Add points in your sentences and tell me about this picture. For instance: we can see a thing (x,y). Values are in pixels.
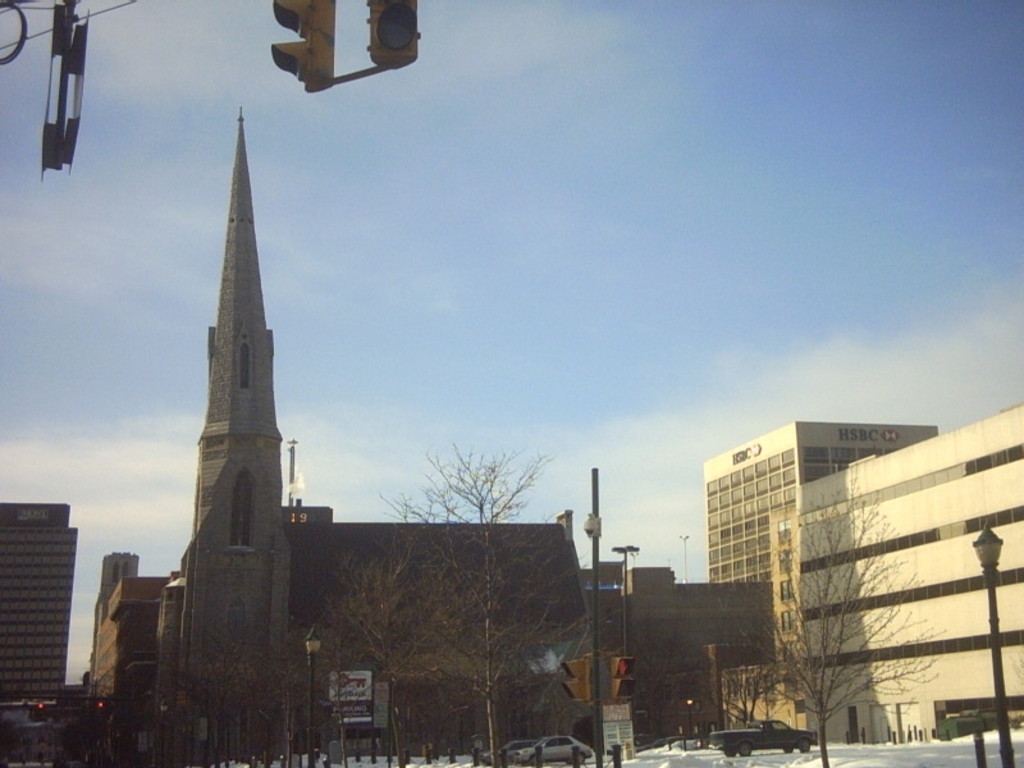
In this picture I can see the church (259,465), buildings (978,507), trees (288,744) and street lights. At the bottom (575,744) I can see some cars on the road (816,758), beside them it might be the snow (685,764) on the road (744,765). In the top left (280,1) I can see the traffic signals (286,53), electric wires (109,8) and other objects (60,76). In the top left (336,200) I can see the sky (685,213) and clouds (242,29).
